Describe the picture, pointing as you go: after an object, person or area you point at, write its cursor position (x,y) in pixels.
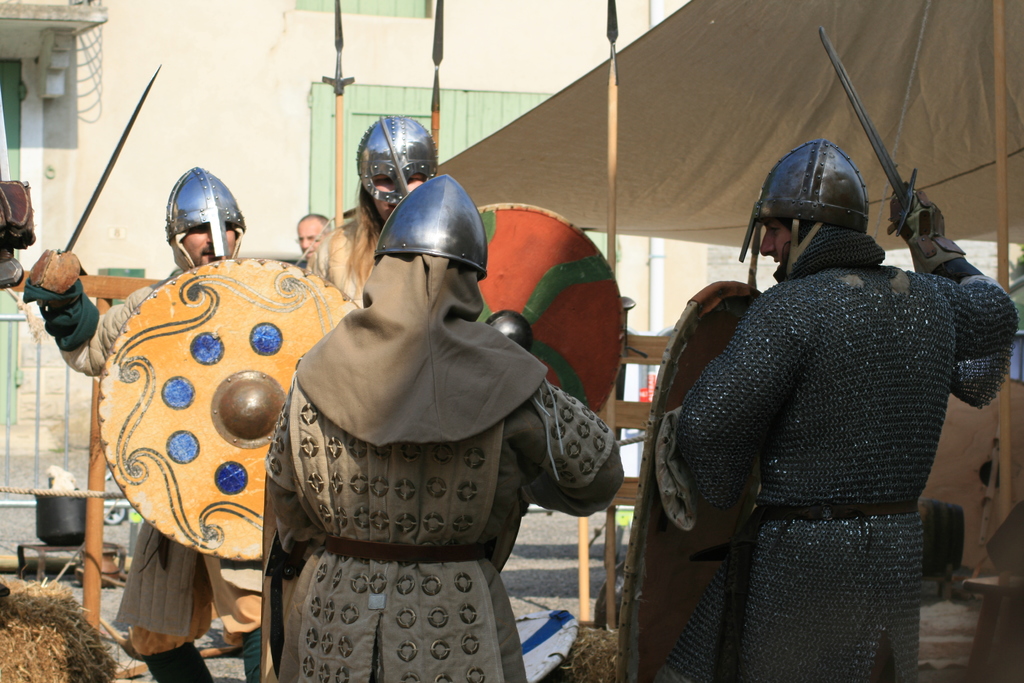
In the picture we can see some people (138,550) are wearing a soldier costume (872,577) and in the background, we can see a person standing and near to him we can see some stove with a bowl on it and besides, we can see a dried grass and railing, behind it we can see a house wall (113,78) with doors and windows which are green in color.
